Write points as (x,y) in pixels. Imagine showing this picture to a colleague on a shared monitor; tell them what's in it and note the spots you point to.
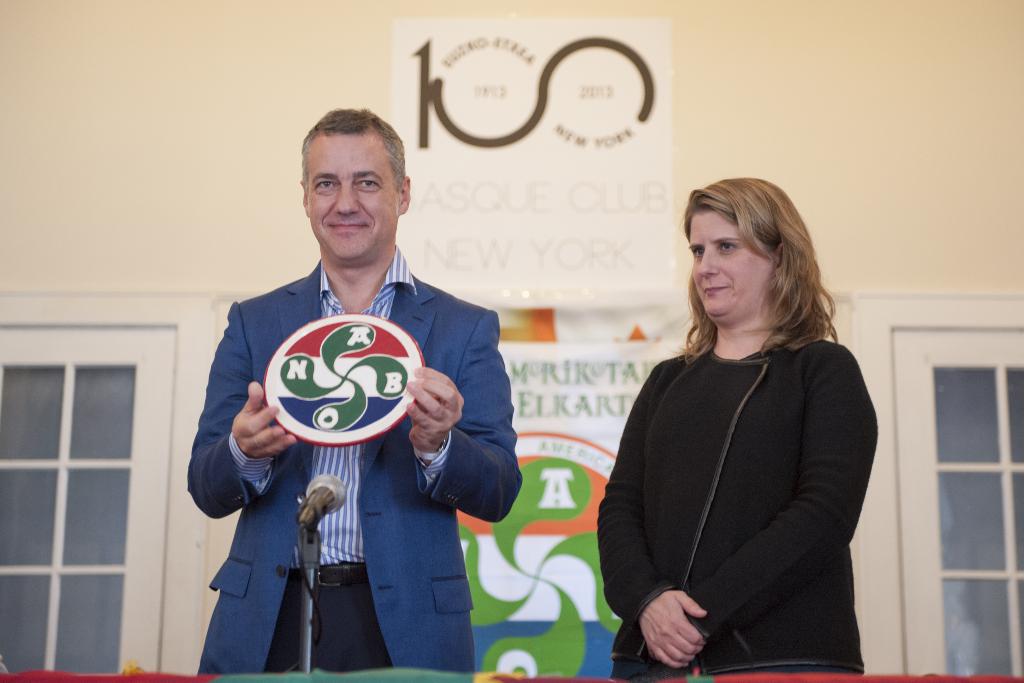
In this image I can see two people (406,290) standing and one person (275,426) is holding something. I can see a mic (316,508) and stand (300,606). Back I can see a cream building (154,206), glass windows (56,457) and a colorful banner (552,436) is attached to wall (105,160).
